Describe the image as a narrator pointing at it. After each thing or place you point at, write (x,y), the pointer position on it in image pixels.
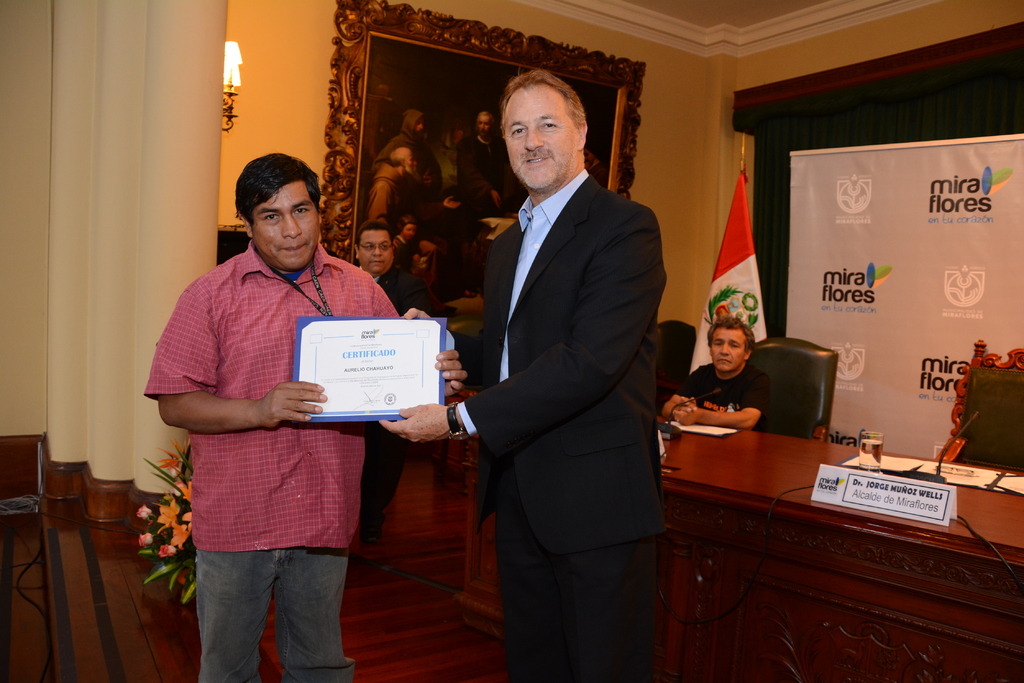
In front of the image there are two people (589,329) holding the certificate (366,406). Behind him there is another person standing on the floor (446,626). There is a flower pot (184,486). On the right side of the image (736,317) there is a person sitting on the chair (809,389). Beside him there is another chair (990,437). In front of him there is a table (784,540). On top of it there is a name board (860,506) with some text (903,503) on it. There are mikes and a few other objects (861,462). Behind him there is a flag (702,355), banner (941,321), curtains (856,108). In the background of the image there is a photo frame (361,104) on the wall (301,140). There are lamps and pillars (59,219).
